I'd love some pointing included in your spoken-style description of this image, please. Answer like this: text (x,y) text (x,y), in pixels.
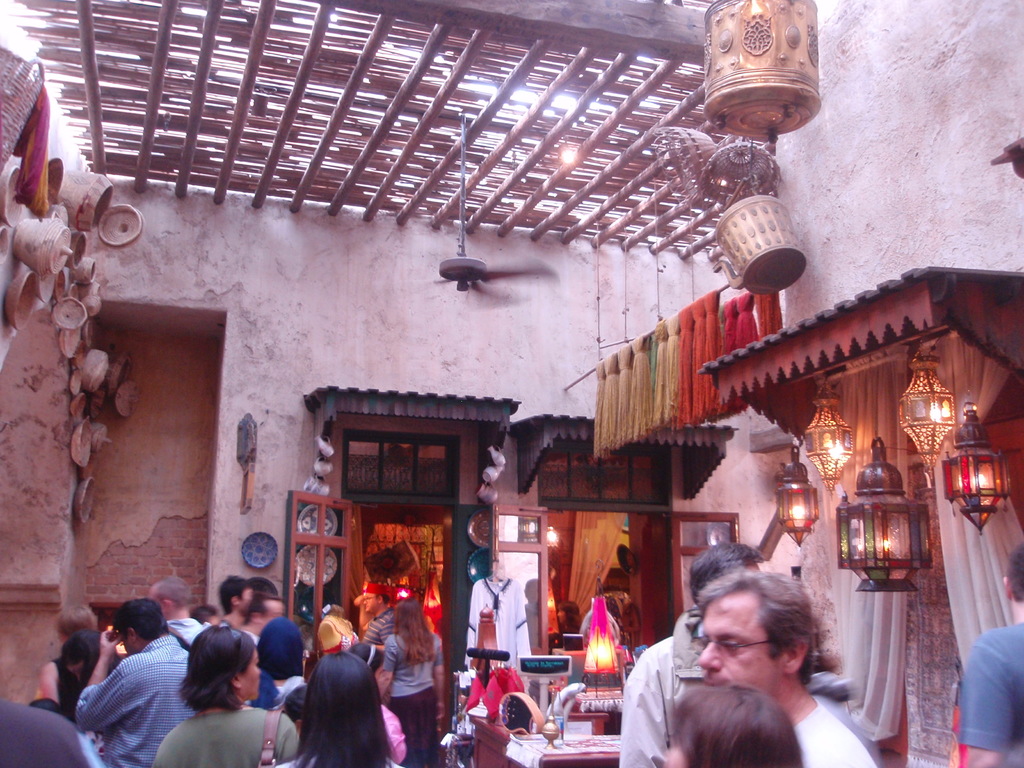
At the bottom of the image (823,765), we can see a group of people (380,651) and few objects (951,732). Background (267,521) we can see walls (159,503), curtains (971,386), lanterns (884,508), containers (86,511), wooden objects (662,433) and few things (715,170). Here there is a ceiling fan (482,268).
